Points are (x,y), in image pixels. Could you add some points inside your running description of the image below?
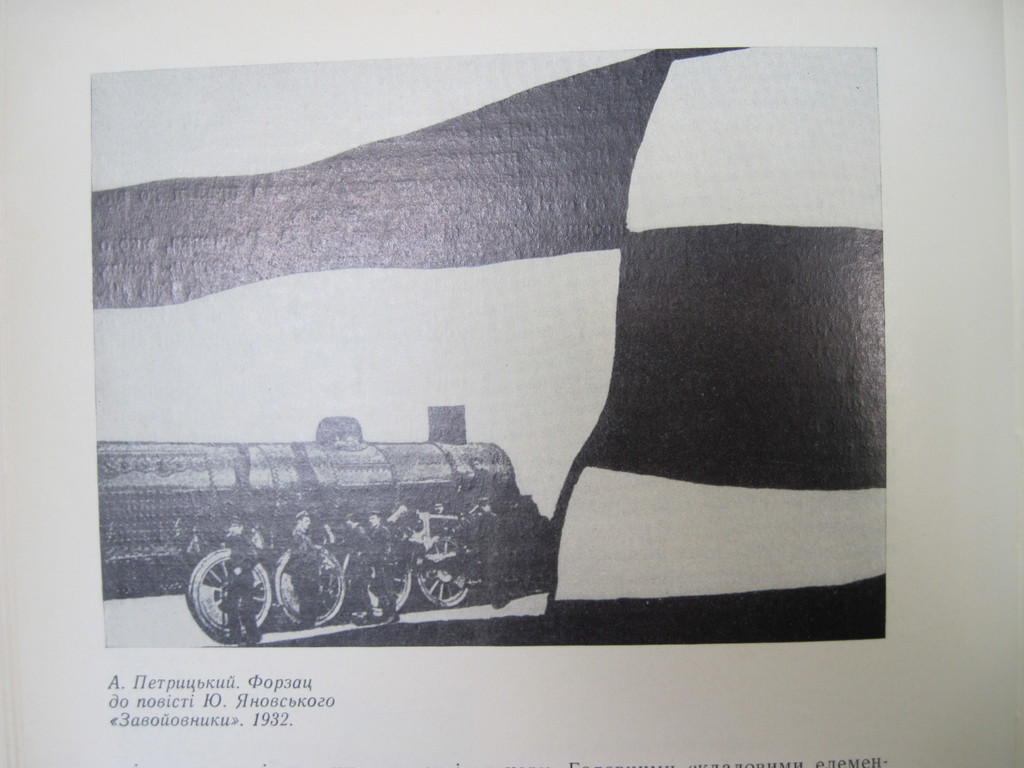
In this image there is a poster (667,568). In the poster (477,557) there is a train (333,495) and some text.
